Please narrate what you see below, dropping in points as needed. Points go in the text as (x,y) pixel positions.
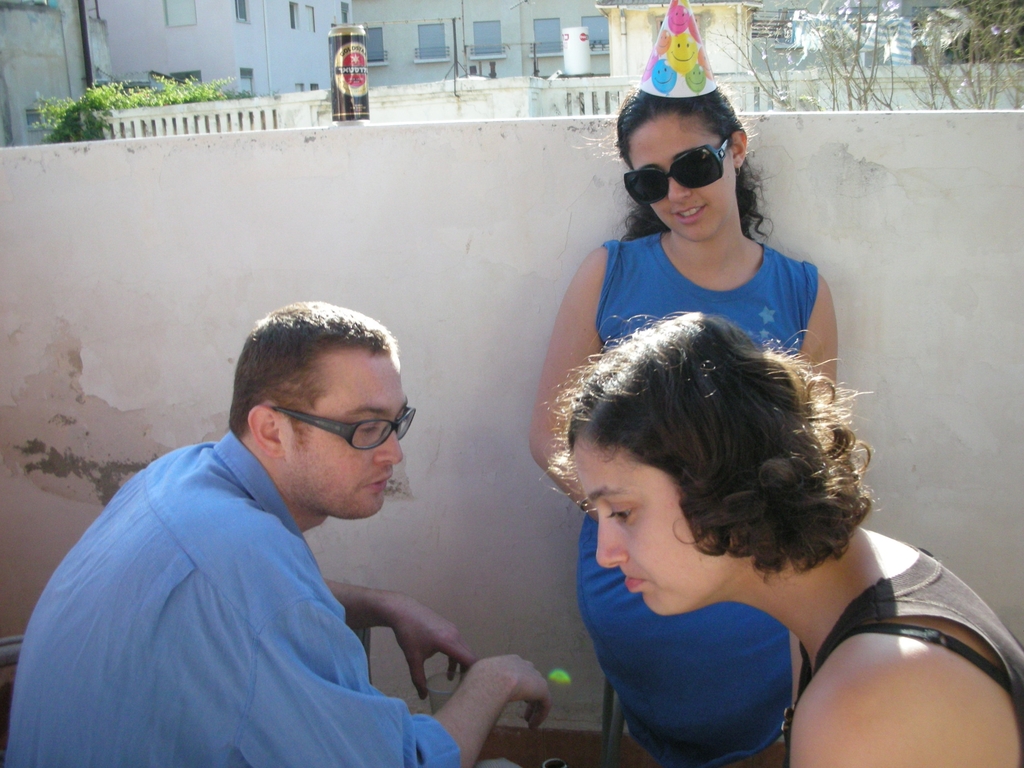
In this image I can see a woman (572,497) is standing. The woman (596,265) is wearing black color shades (679,172), a blue color dress (657,294) and a party hat (676,85). Here I can see a man (305,559) and a woman (658,567). The man (312,573) is wearing spectacles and a blue color shirt (188,582). In the background (411,227) I can see a wall (394,206), a tin can (350,115), plants (149,98) and building (288,49). On the right side (888,59) I can see a tree (958,42).
